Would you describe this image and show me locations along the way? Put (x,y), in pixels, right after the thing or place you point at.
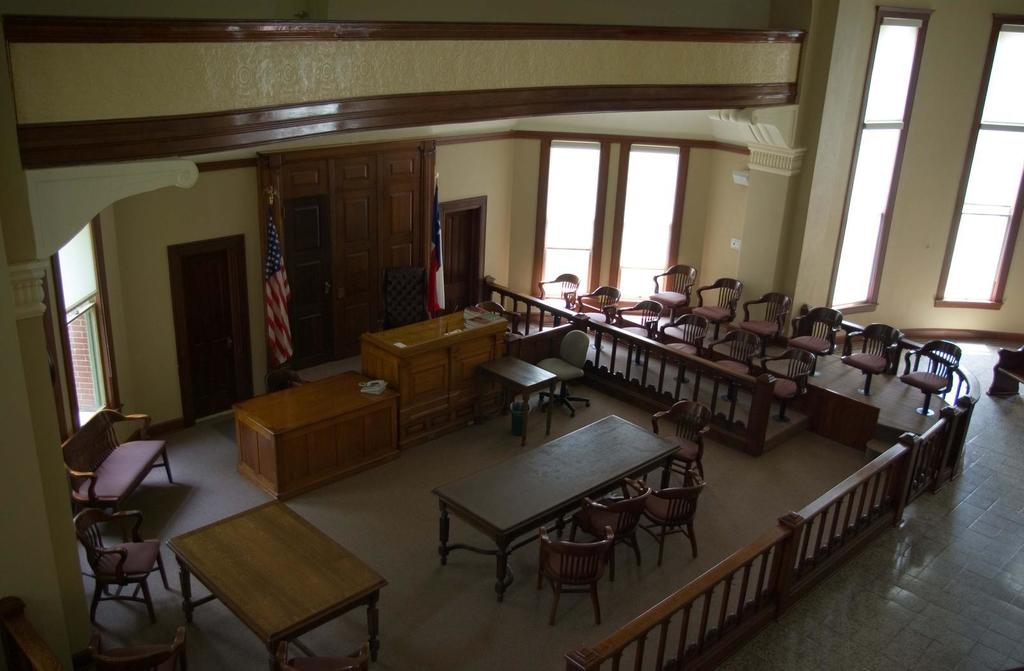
In this image we can see an inner view of a building (412,262). In this we can see a group of chairs (566,375), tables (587,476), a sofa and a cupboard (442,414) placed inside a barricade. We can also see some flags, a wall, windows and the floor (898,565).
